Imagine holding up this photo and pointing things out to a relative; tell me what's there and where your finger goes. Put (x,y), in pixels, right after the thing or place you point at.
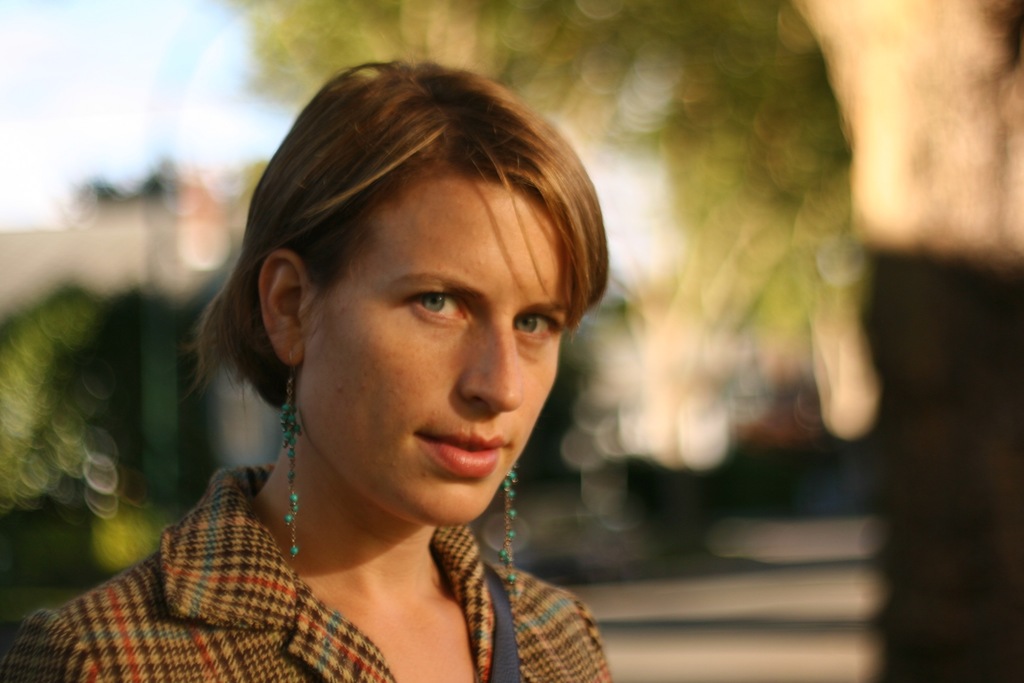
A person (327,593) is present wearing long earring (292,488) and a sling bag (510,628). The background (88,18) is blurred.
